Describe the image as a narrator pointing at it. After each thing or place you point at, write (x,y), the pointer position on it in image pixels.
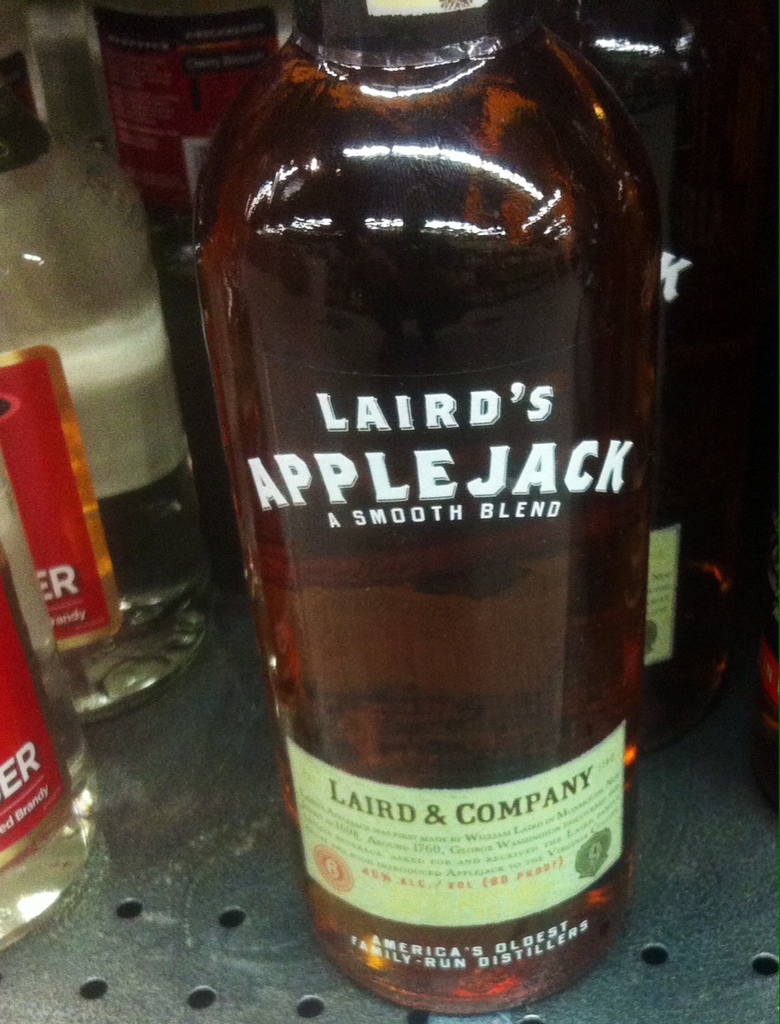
These are bottles (401,459).
